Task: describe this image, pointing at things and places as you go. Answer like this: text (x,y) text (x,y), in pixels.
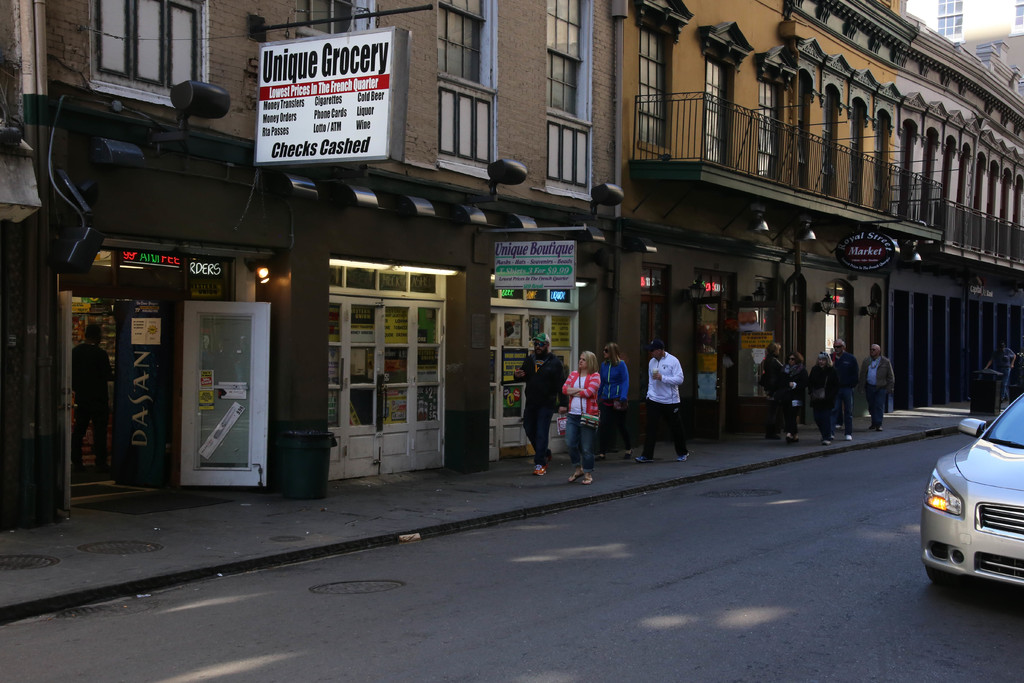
In this image in the center (610,395) there are persons (673,400) walking. On the right side (971,479) there is a car (1010,481). In the background (362,175) there are buildings (599,165) and there are boards (307,139) with some text (290,108) written on it.
